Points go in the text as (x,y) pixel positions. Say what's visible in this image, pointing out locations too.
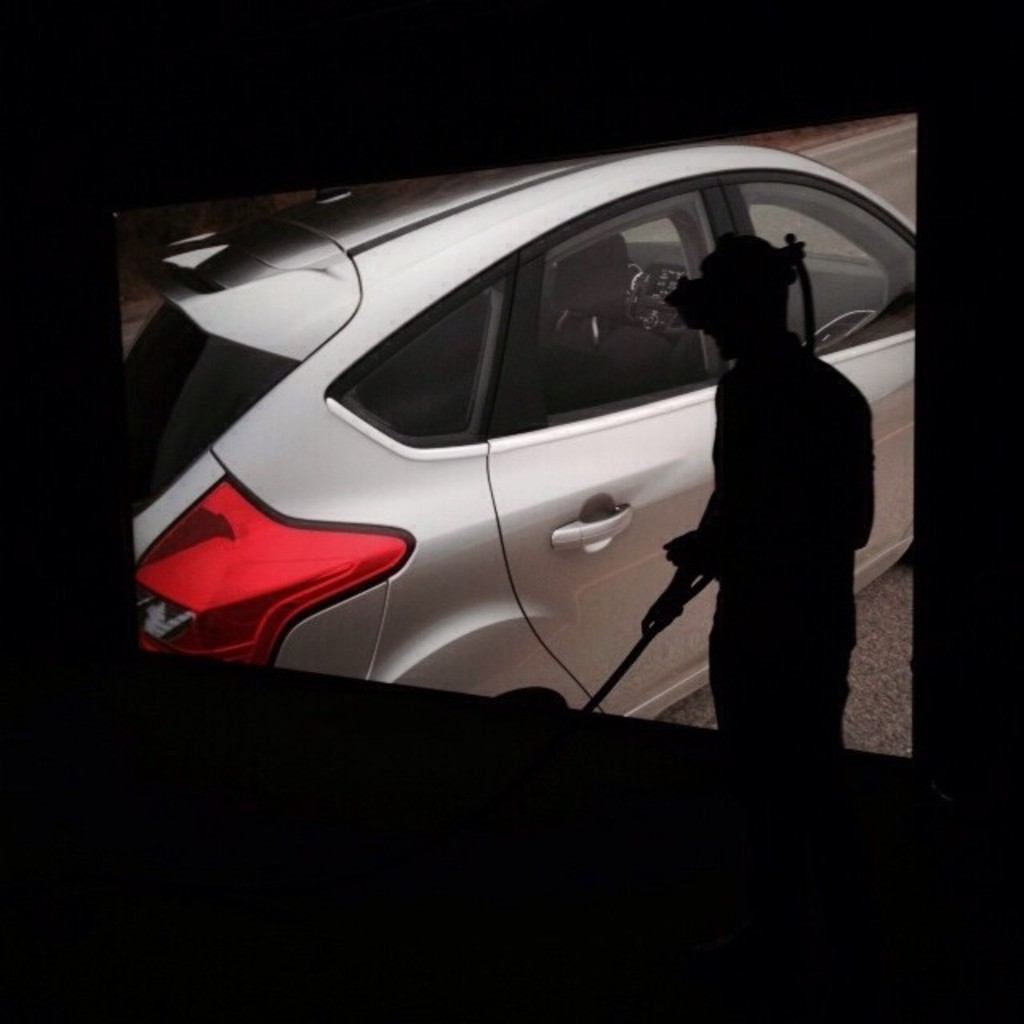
In this picture we can see a person (745,861) and a vehicle (221,480) on the road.
